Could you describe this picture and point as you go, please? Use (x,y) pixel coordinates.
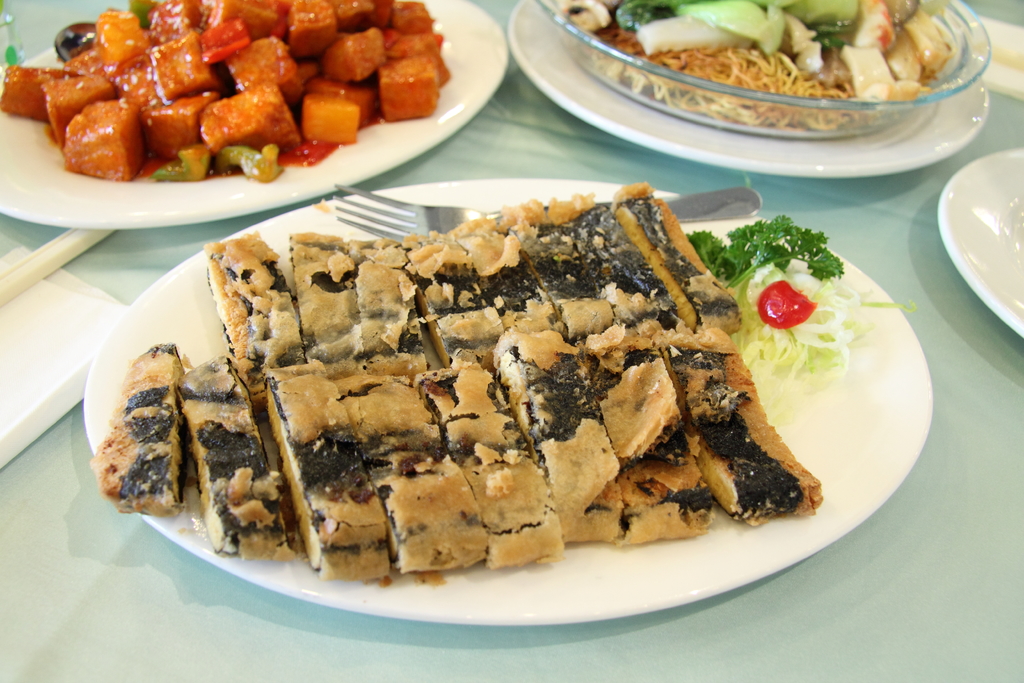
In this picture we can see the food items (465,305) and fork (701,204) are present in a plate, where placed on the table (749,613).
